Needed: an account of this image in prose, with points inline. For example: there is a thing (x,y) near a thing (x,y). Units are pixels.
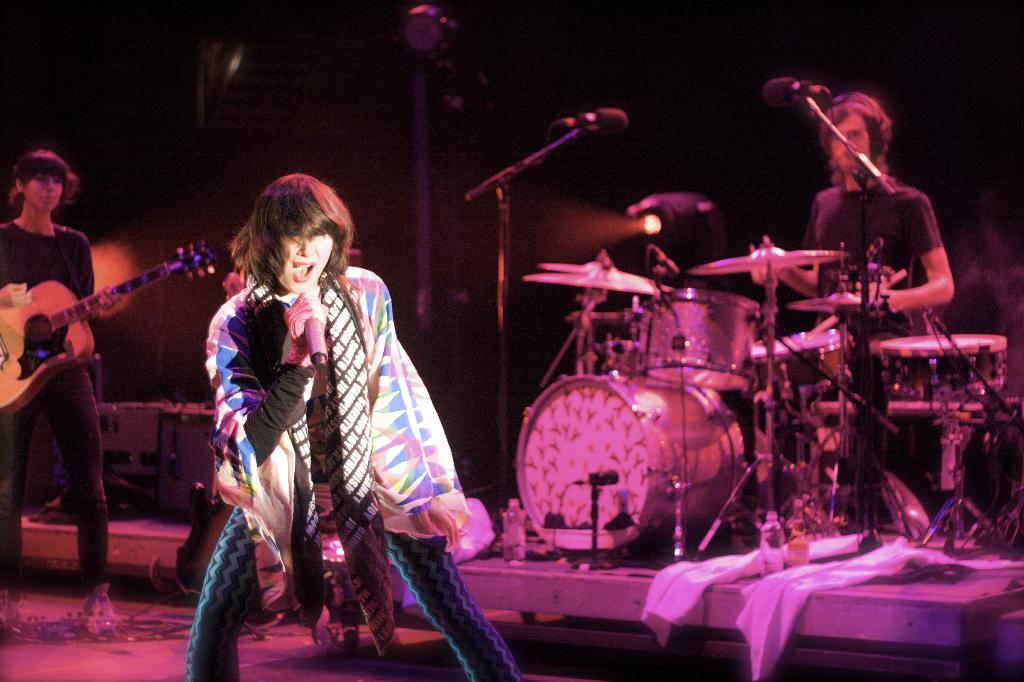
In this picture we can see a woman (370,380) who is singing on the mike (322,329). On the left side of the picture (32,325) we can see a person (50,368) who is playing a guitar (44,332). And here we can see a person (834,120) who is playing some musical instruments (925,380). And this is the mike (610,123).
